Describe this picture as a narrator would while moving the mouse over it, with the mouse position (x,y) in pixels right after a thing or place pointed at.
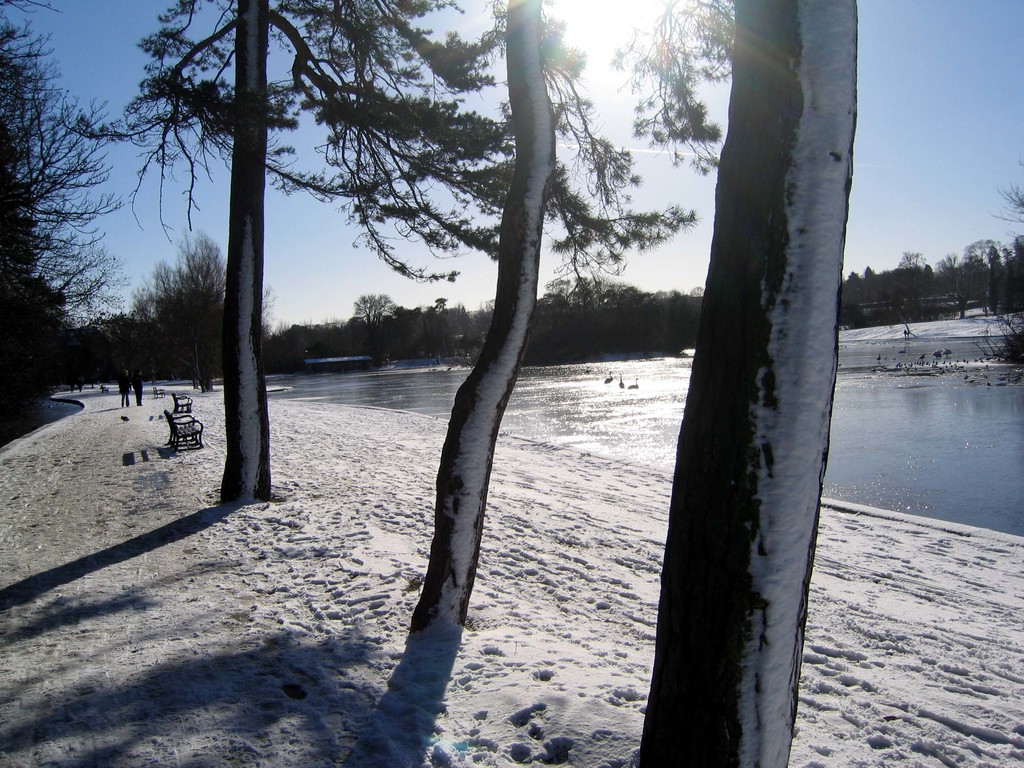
In this image we can see some trees (182,260), benches (159,393) and some persons (121,404) walking there is water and at the top of the image (568,25) there is clear sky (618,208).
